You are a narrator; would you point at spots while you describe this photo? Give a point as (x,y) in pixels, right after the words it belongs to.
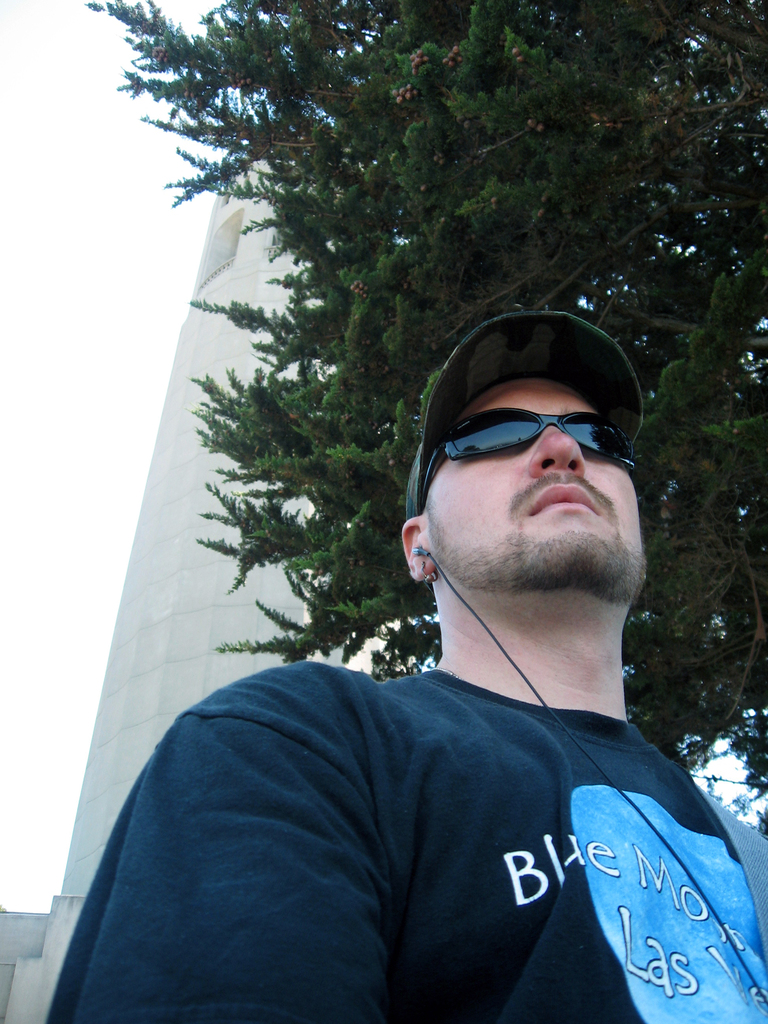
In this image I can see a man (452,656) and I can see he is wearing black colour t shirt (422,786), black shades (617,426), a cap (622,413) and here I can see something is written. I can also see an earphone (439,570), a tree (305,443) and a building (99,740) in the background (206,382).
